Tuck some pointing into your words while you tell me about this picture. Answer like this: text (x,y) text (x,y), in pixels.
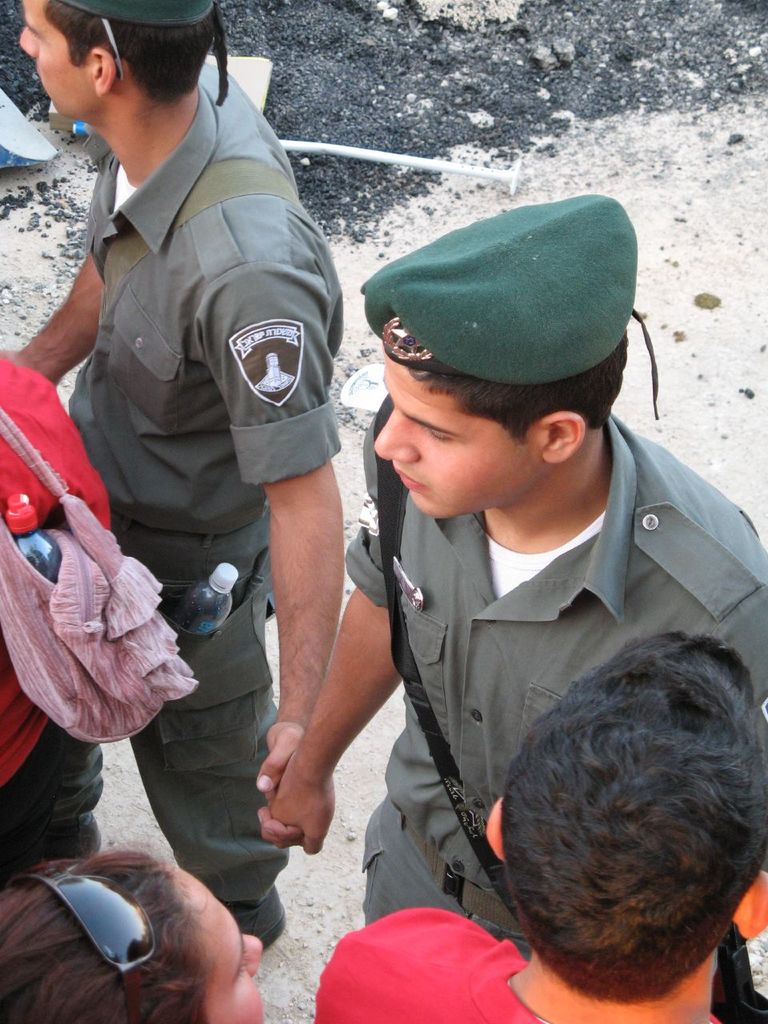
In this picture we can see some people (465,819) standing here, we can see two bottles (211,593) here, this person (551,496) wore a cap (555,371).
